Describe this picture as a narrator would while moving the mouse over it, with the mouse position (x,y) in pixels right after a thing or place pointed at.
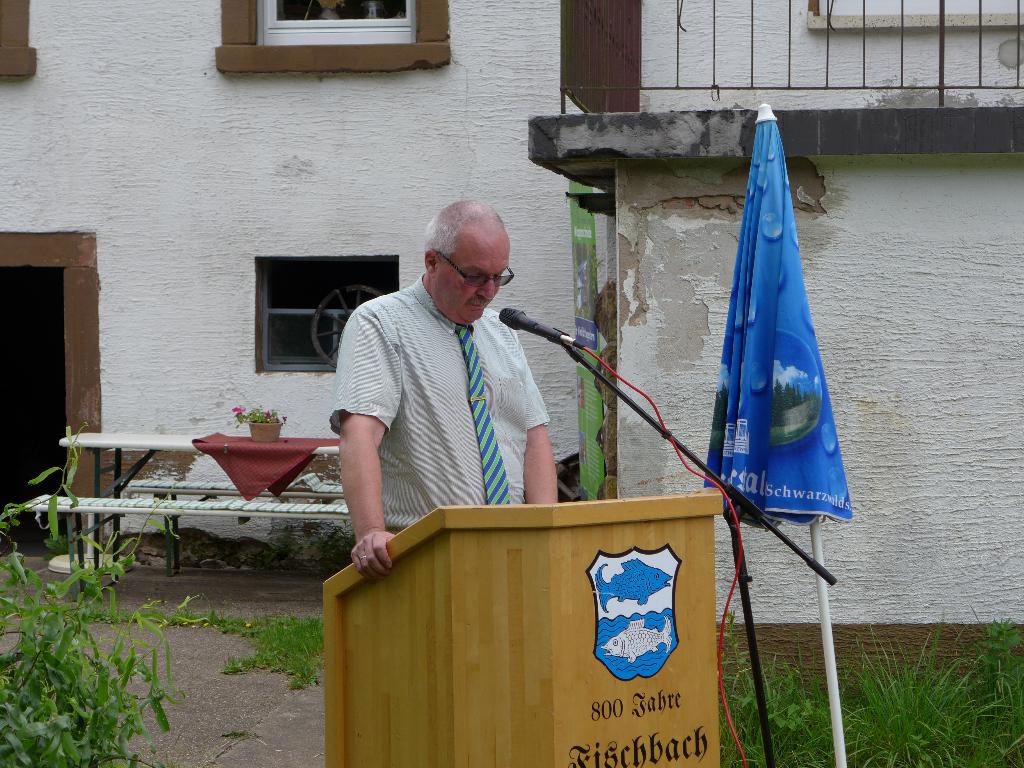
On the background (308,140) there is a wall (308,140) with windows (327,41) and door (48,434). on the bench (305,479) we can see a flower pot (271,422). We can see one man (355,455) standing in front of a mic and podium (554,589). This is an umbrella (794,279). At the right (954,665) and left side of the picture (62,667) we can see plants (115,724).
